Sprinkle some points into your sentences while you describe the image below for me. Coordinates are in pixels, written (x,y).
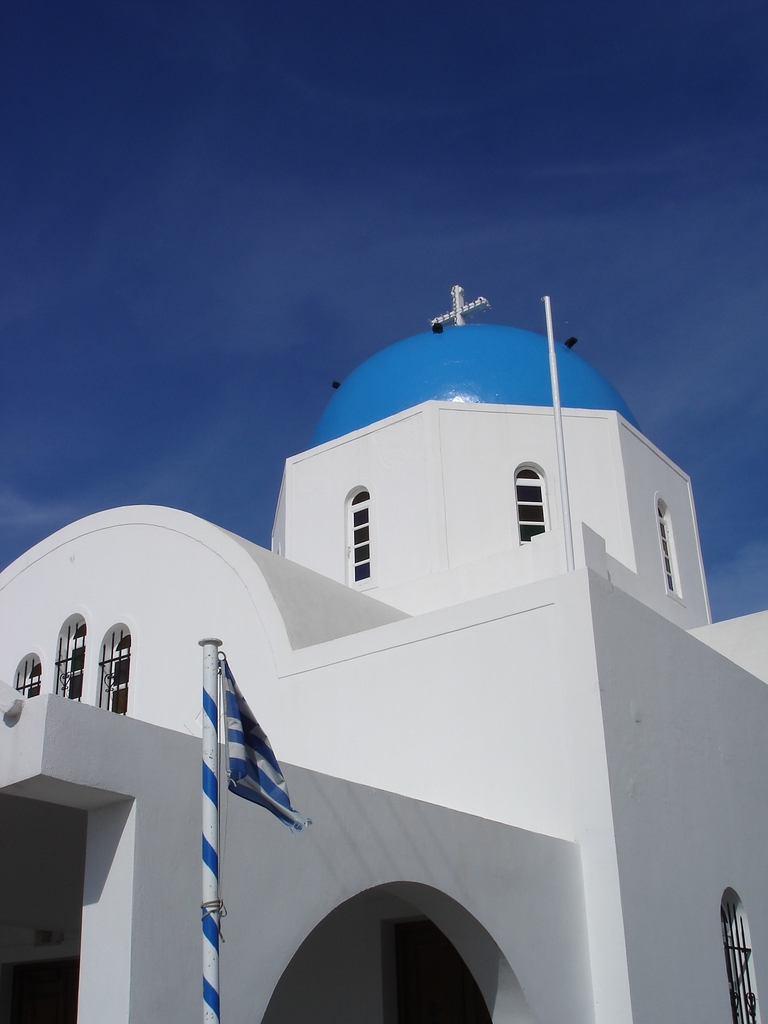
In the foreground of the picture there is a flag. In the middle of the picture (361,511) we can see a church (398,635). At the top (384,171) it is sky (248,254).
